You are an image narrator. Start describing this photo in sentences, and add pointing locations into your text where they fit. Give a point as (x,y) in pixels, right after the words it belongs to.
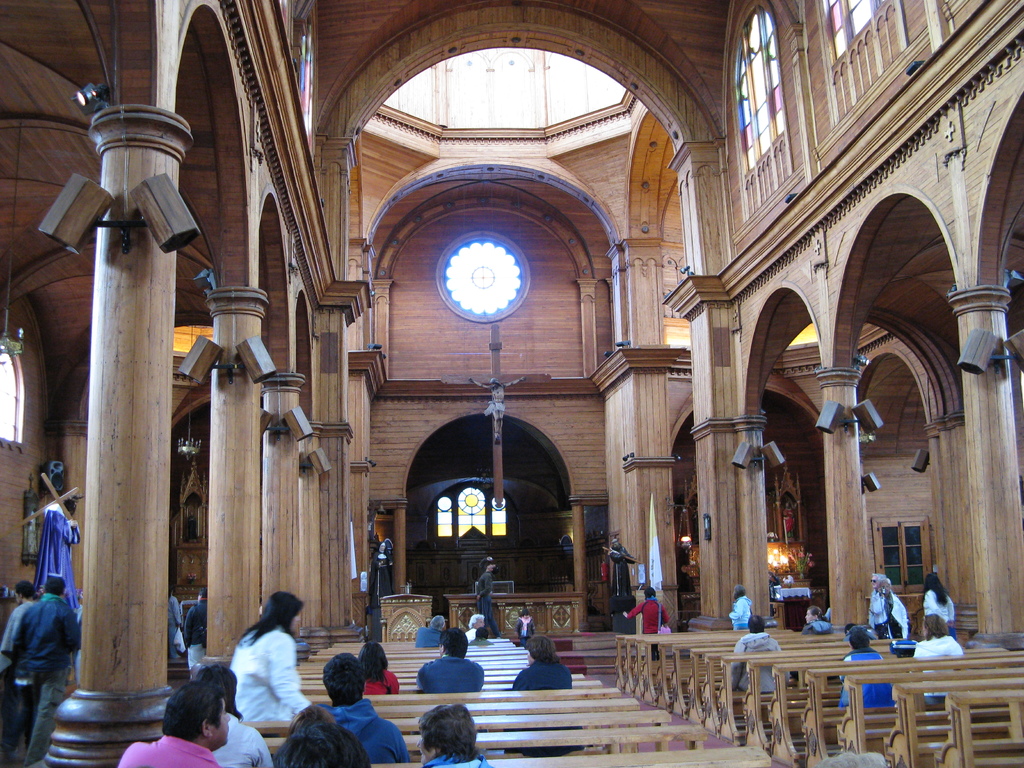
This is the inside view of a church (645,342). Here we can see some persons (234,727) are sitting on the benches (863,717). This is floor (626,695) and there are sculptures (619,562). Here we can see pillars (269,520), lights (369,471), and windows (760,35).
